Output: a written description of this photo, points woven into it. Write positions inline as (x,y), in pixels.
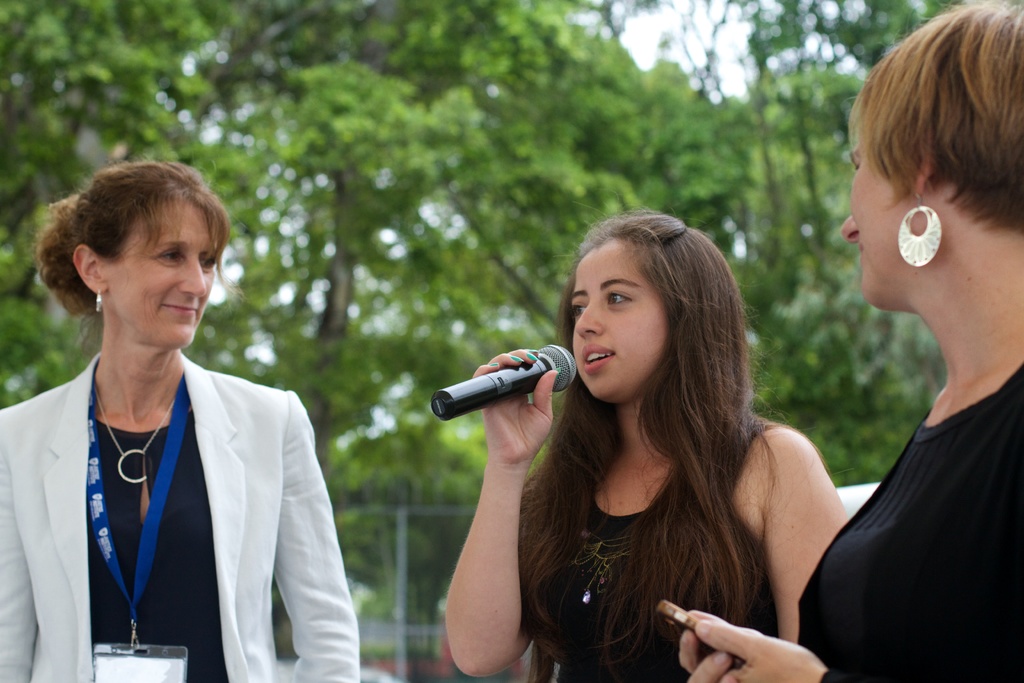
In this image i can see three women (739,341). the woman (707,344) holding the microphone (562,377) and singing, the women (101,471) wearing the badge (99,495) and laughing by seeing at the other woman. At the background (352,543) i can see the railing (383,551), tree (393,463) and the sky (652,15).
